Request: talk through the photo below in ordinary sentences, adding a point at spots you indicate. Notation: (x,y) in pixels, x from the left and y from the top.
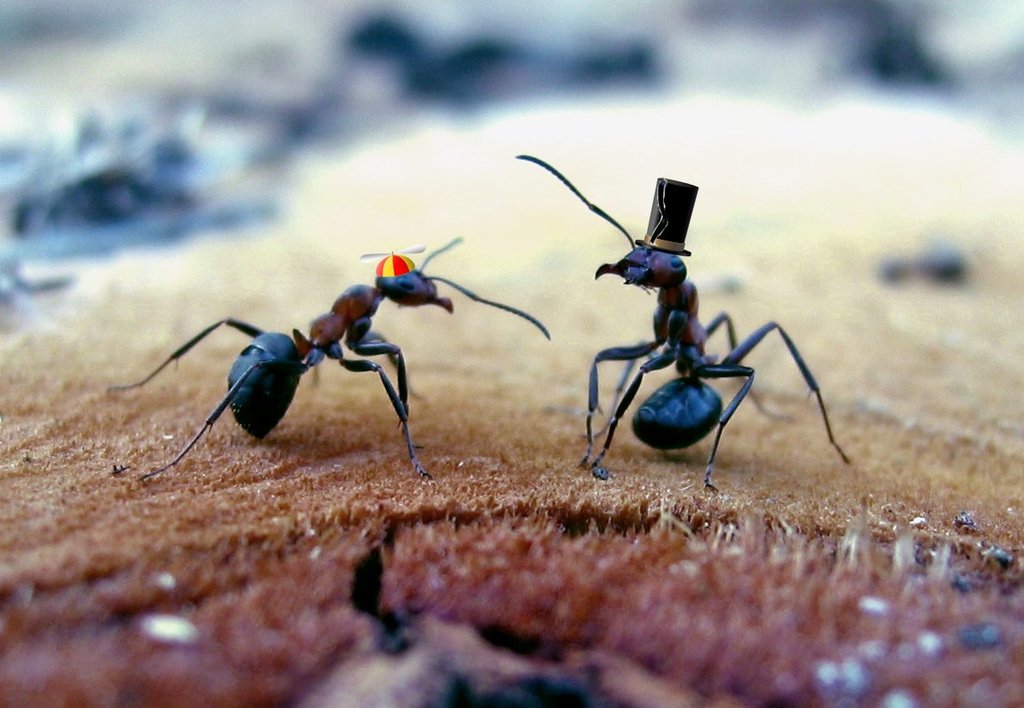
In this image we can see the ants (366,295) on the surface (665,548). We can also see the caps (400,259).
